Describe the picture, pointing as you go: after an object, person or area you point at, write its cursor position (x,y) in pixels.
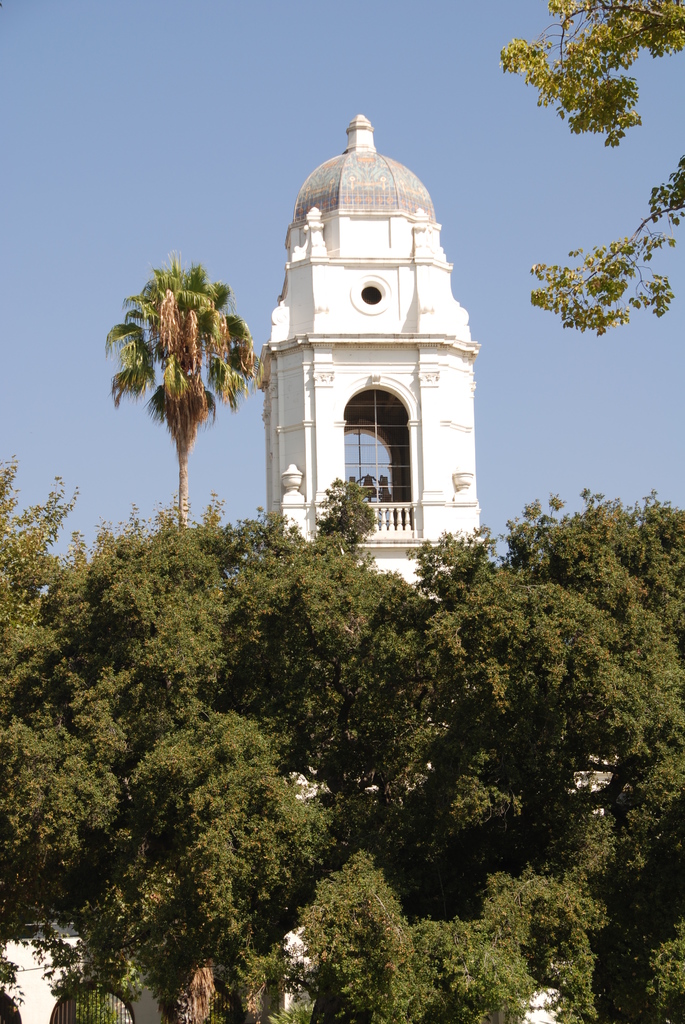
This picture is clicked the outside. In the foreground (339,986) we can see the trees (319,941) and the building (36,985). In the center (341,357) we can see the tower (323,334). In the background (348,121) we can see the sky (504,128).
